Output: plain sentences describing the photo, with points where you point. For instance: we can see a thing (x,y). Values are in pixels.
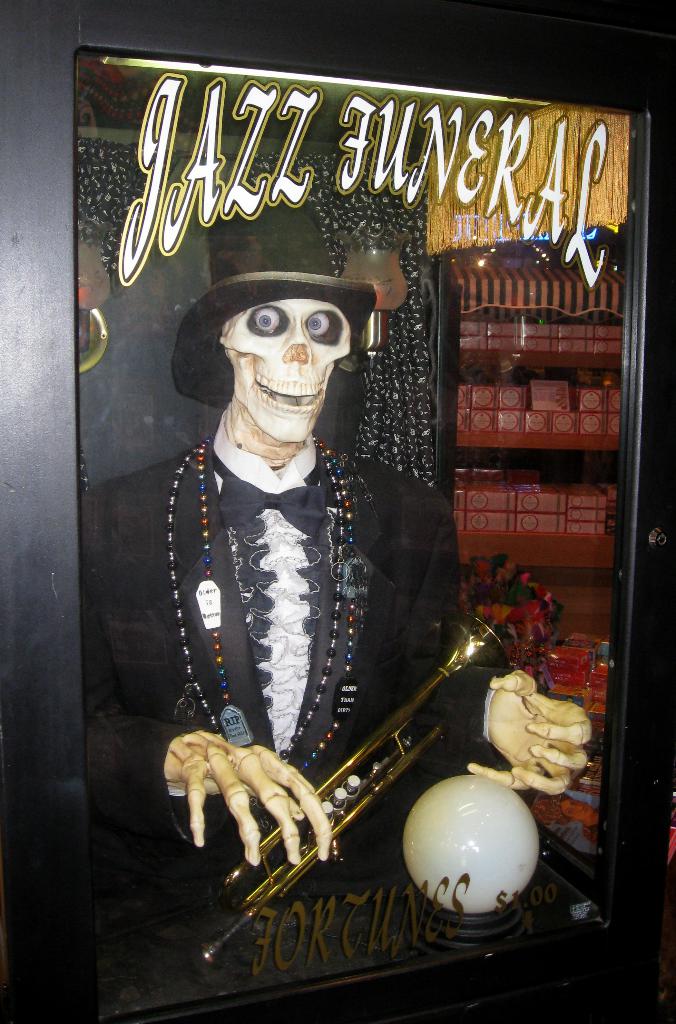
In this picture, there is a frame (481,93) in this frame (141,1), there is a skeleton person (197,787) who wore a cap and holding an instrument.
